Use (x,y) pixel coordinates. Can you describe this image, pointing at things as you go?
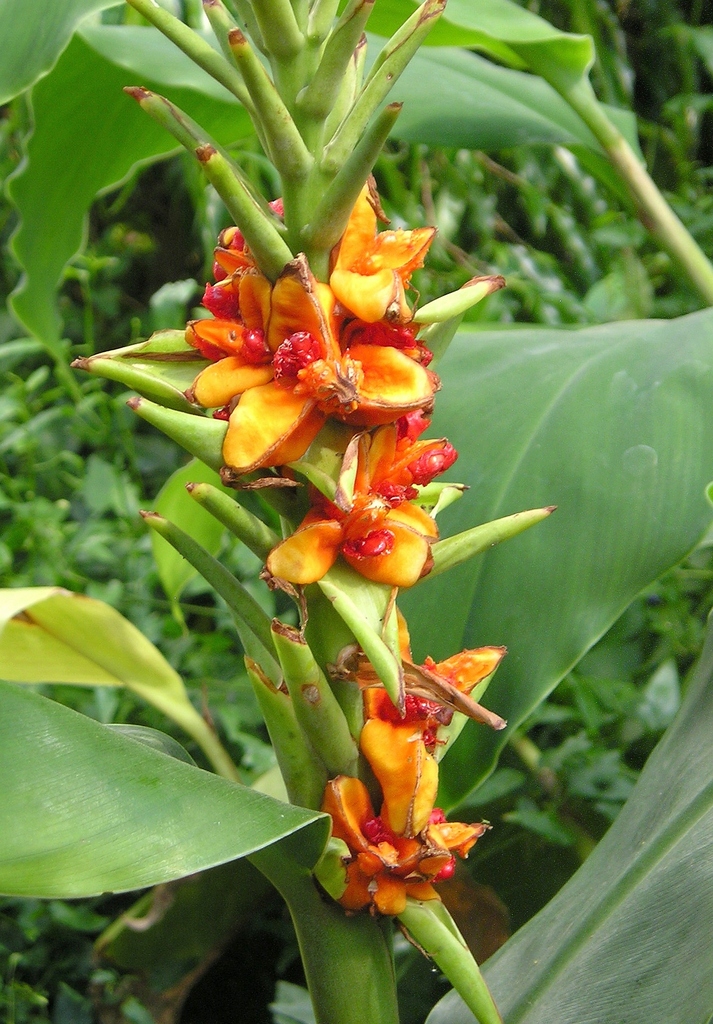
In this picture we can see flowers (347,323), leaves (546,372) and in the background (657,139) we can see trees (63,504).
